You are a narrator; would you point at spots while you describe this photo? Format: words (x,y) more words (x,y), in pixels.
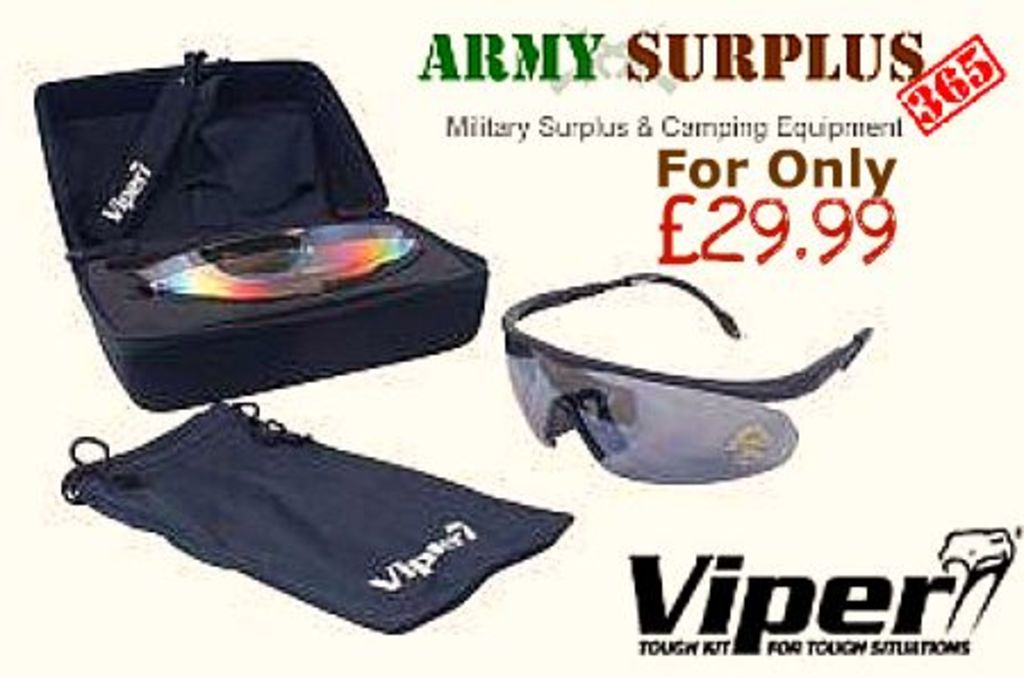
In this image we can see a suitcase (245,201), a cloth (207,428) and goggles (676,427) with some text (763,629) written on it.
